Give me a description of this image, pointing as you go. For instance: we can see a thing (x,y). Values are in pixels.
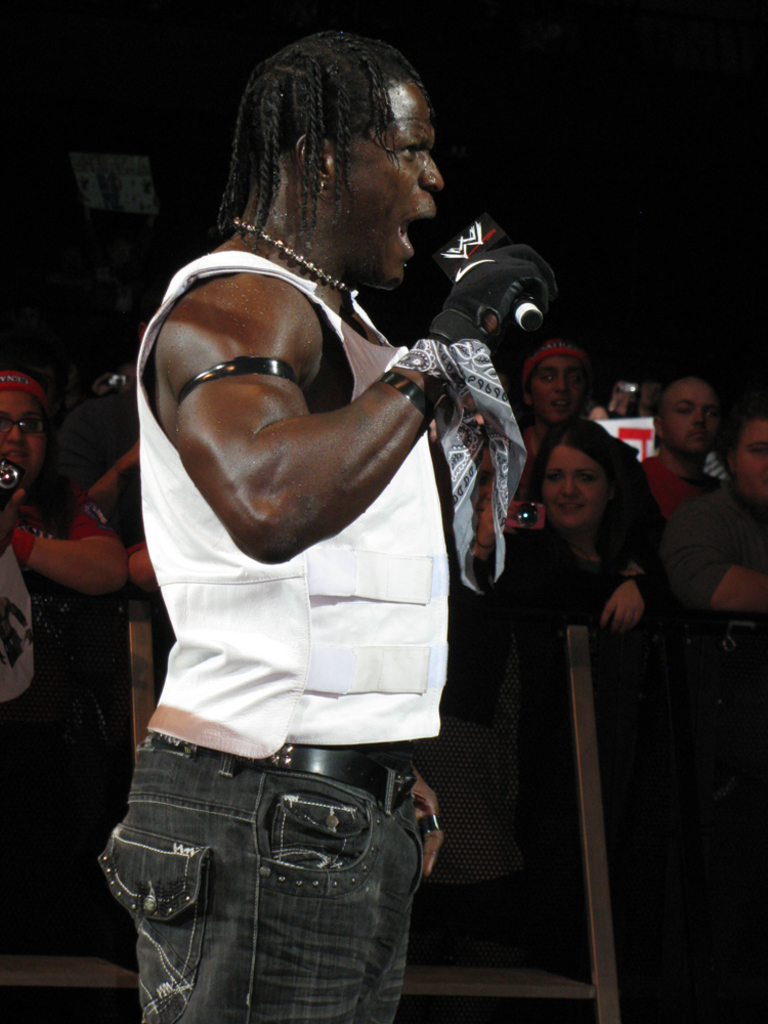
This picture shows a man (381,366) standing and holding a microphone (460,247) and speaking and we see few people (717,539) standing on the side and holding cameras (9,477) in their hands (24,489). We see a man (378,495) wore black trouser (318,795) and a white sleeveless t-shirt (308,557).
